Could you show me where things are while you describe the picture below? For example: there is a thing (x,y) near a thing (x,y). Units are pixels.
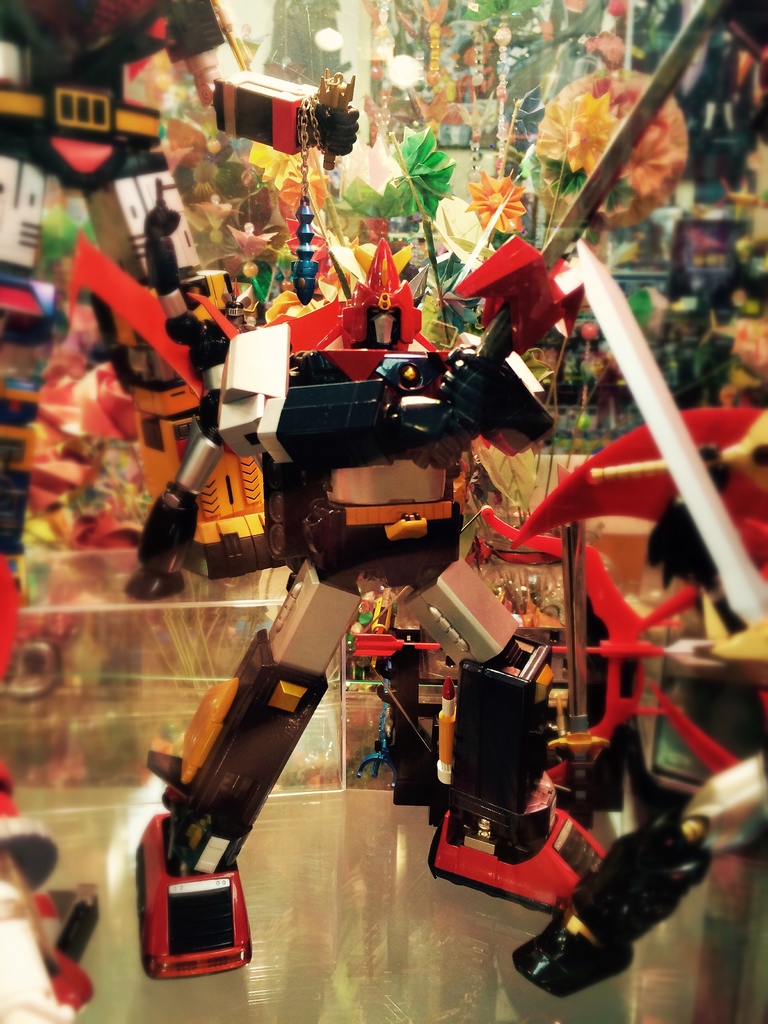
Here I can see a toy robot (275,678) on a glass (349,911). Around this I can see some colorful toys (306,151).
